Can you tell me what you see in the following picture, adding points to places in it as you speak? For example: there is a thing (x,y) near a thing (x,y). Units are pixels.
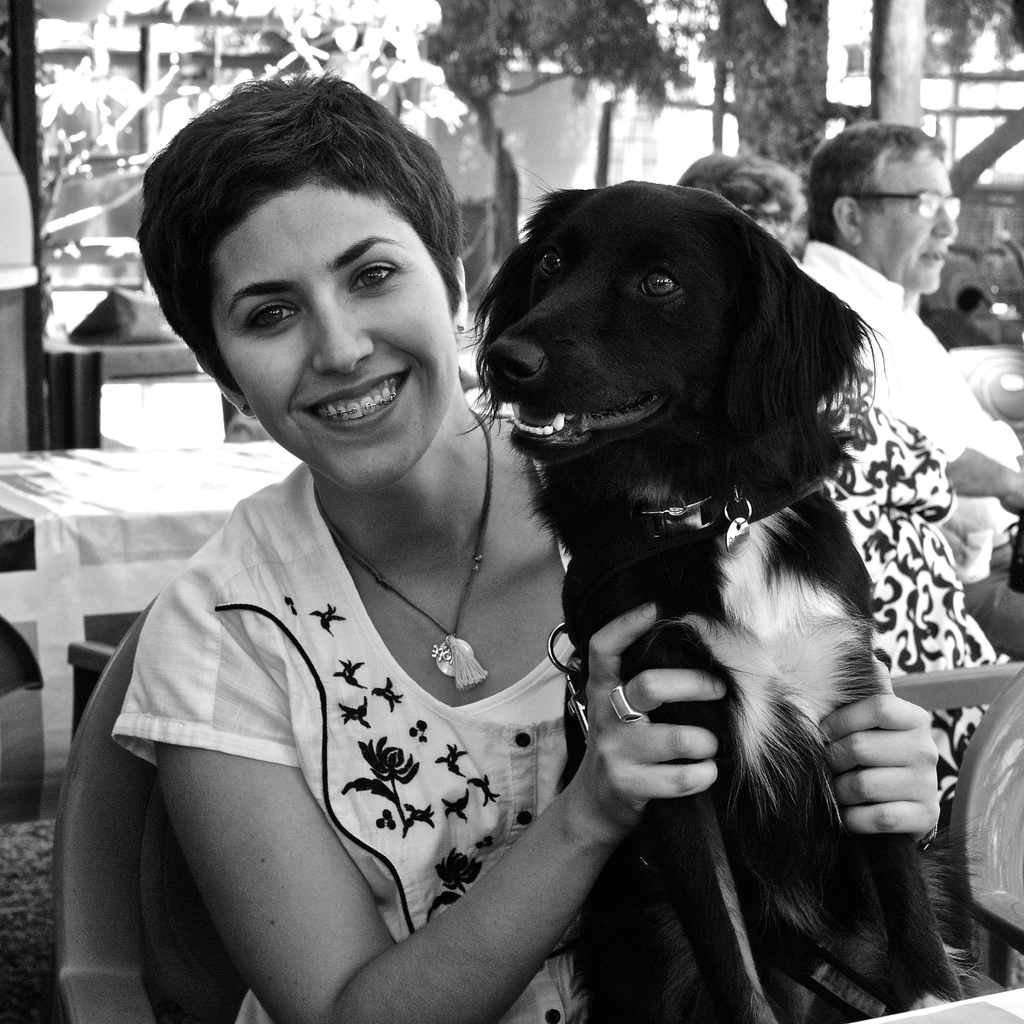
There is a woman (396,538), smiling, sitting in the chair (171,849). She's holding a dog (638,595) in her hands (674,692) which is black in color. In the background (785,210), there are some people (728,176) sitting. We can observe some trees (446,38) here.
